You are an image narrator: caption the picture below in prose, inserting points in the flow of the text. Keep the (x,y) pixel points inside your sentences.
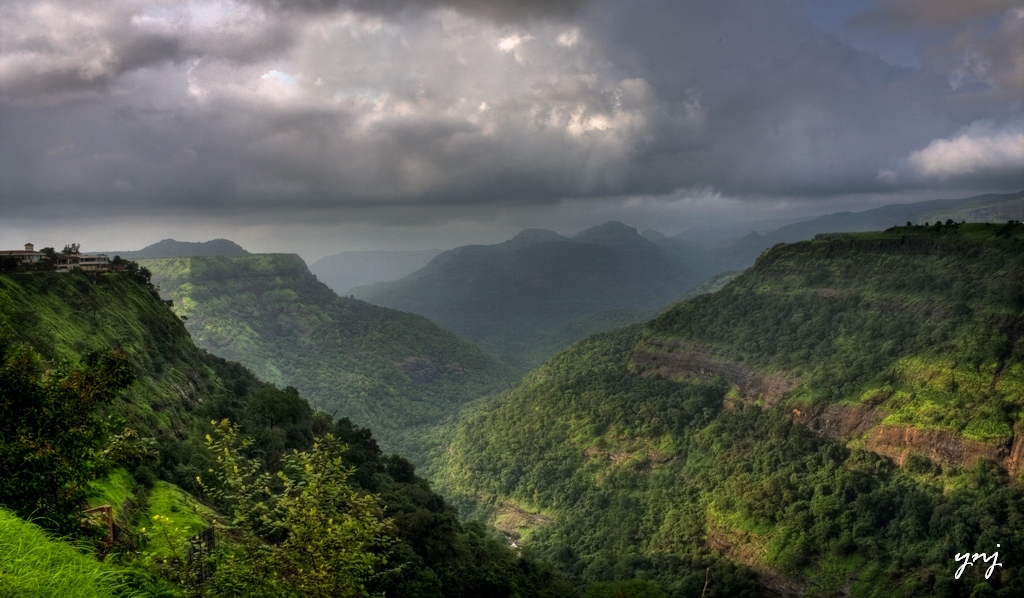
As we can see in the image there are hills (506,342) and trees (509,442). At the top (549,98) there is sky (507,91) and clouds (471,97).
